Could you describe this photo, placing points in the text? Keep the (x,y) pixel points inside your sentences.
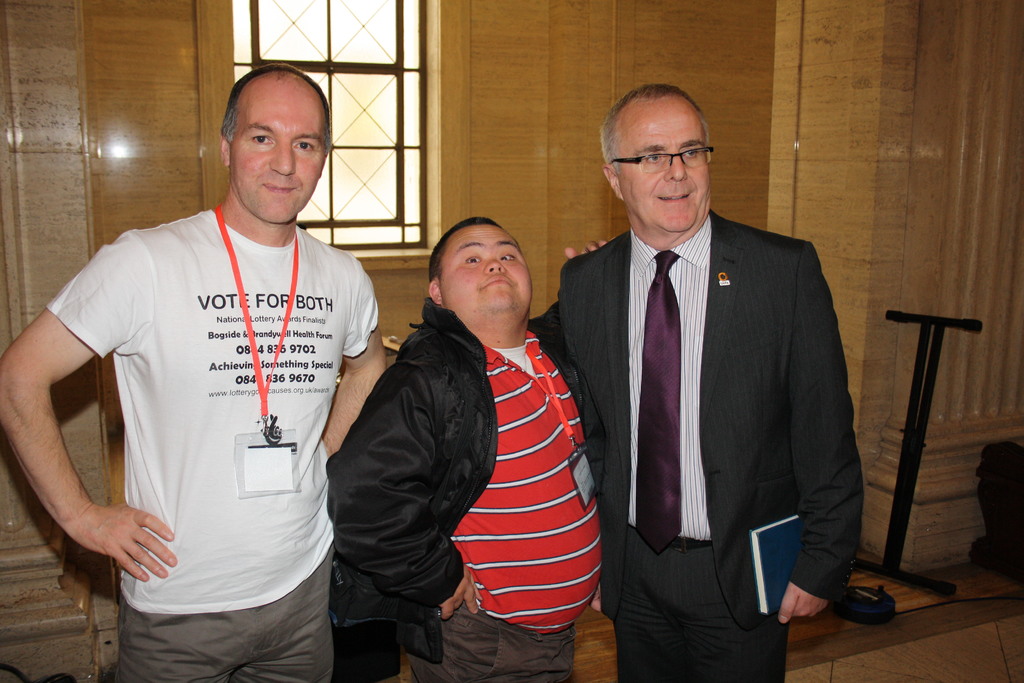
In this picture we can see group of people (429,293), on the right side of the image (799,334) we can see a man (728,303), he wore spectacles (706,149) and he is holding a book (770,552), in the background (976,325) we can see few metal rods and a window (358,170).
